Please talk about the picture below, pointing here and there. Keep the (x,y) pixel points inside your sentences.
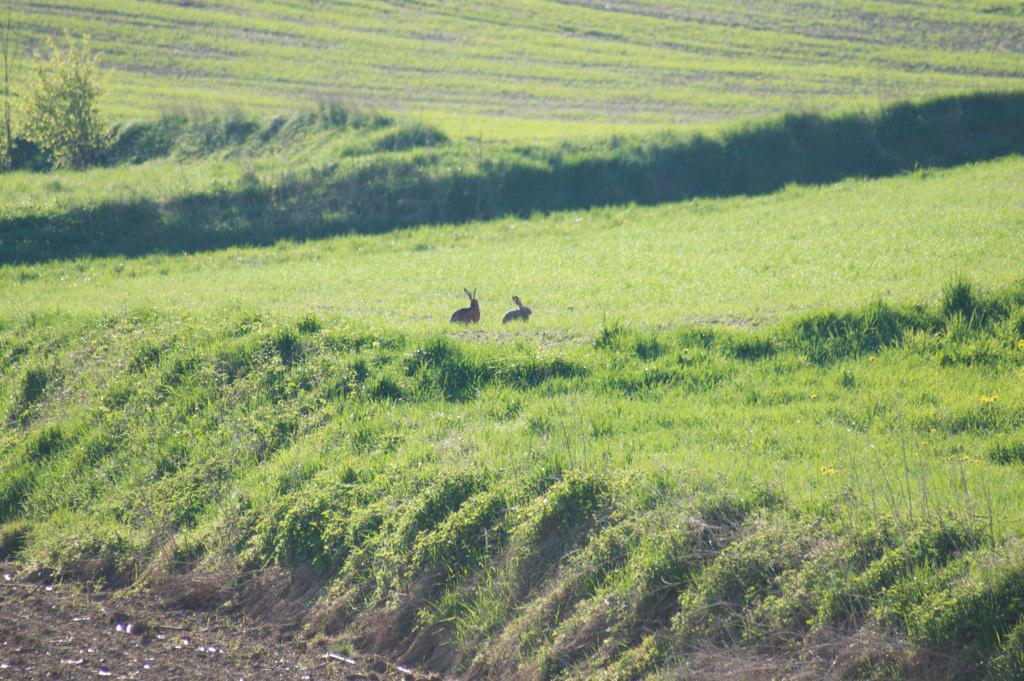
In this image there are two rabbits (519,317) on the ground (461,328). On the ground (321,203) there are grasses (421,255), plants (82,143).
